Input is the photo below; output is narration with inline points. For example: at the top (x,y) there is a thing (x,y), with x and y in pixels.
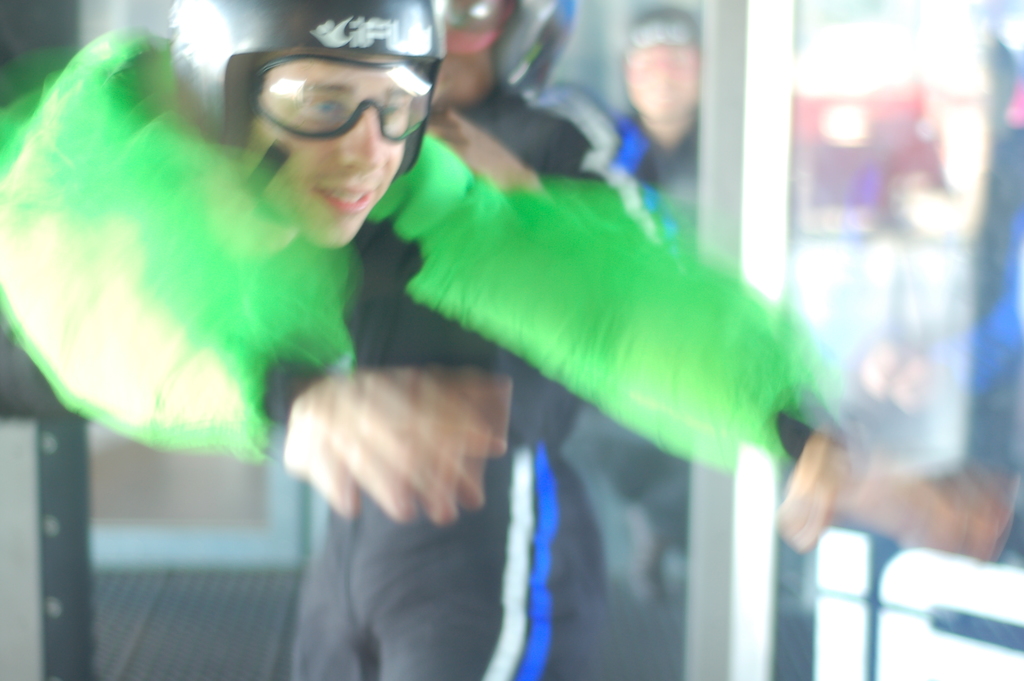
In the picture we can see a person (415,426) jumping wearing a green jacket (94,111) with a helmet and glasses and in the background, we can see some persons (1002,367) standing with a black dress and helmets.
